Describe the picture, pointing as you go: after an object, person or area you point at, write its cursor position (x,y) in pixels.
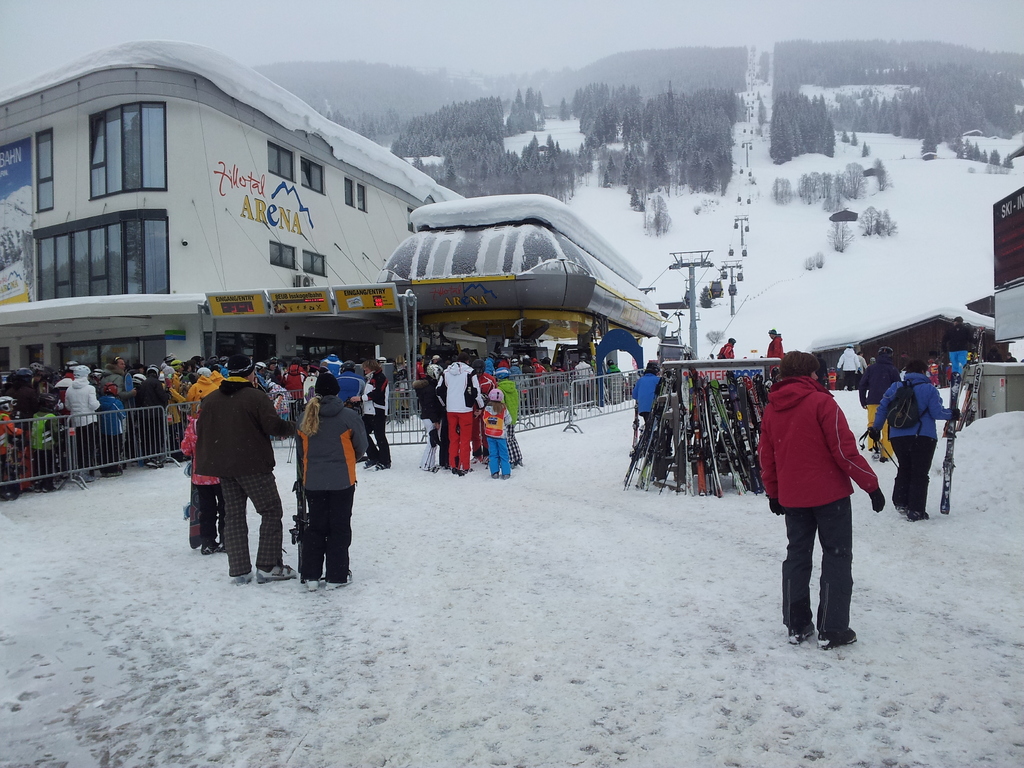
In this image, there is an outside view. There are group of people (199,491) wearing clothes (426,393) and standing in front of the building (429,321). There is a ropeway (742,173) and some trees (630,100) at the top of the image (477,118).
